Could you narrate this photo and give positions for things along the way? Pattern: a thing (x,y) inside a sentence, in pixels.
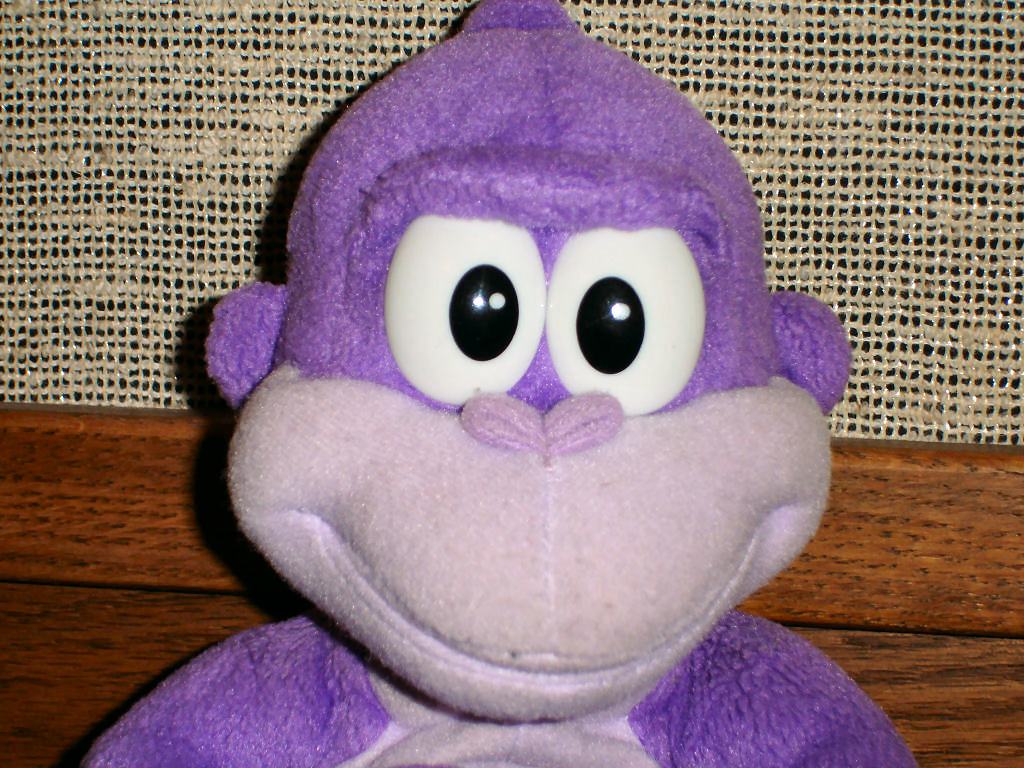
In this image we can see a soft toy (504,593) and there is a wooden block (77,571). There is a jute cloth (885,193).
